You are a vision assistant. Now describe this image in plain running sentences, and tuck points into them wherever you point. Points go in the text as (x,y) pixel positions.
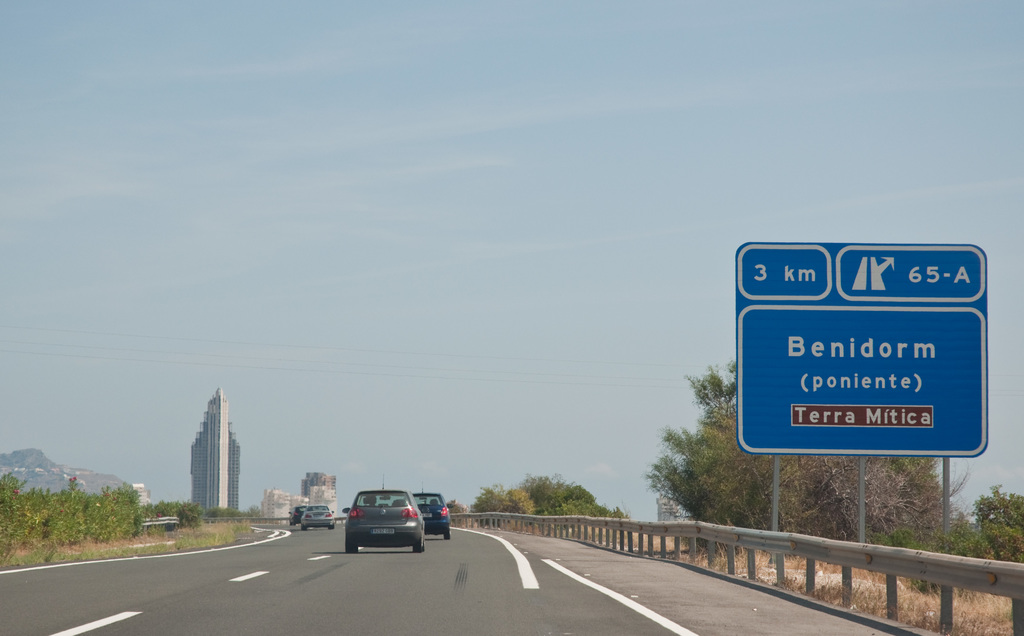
There is a road (321,584) with vehicles (366,500) running on that. On the right side (728,534) there are railings (728,527), trees (763,462) and a sign board (837,358) with poles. On the left side (100,525) there are plants (151,508). In the back (220,479) there are buildings (225,472) and sky (390,256).
